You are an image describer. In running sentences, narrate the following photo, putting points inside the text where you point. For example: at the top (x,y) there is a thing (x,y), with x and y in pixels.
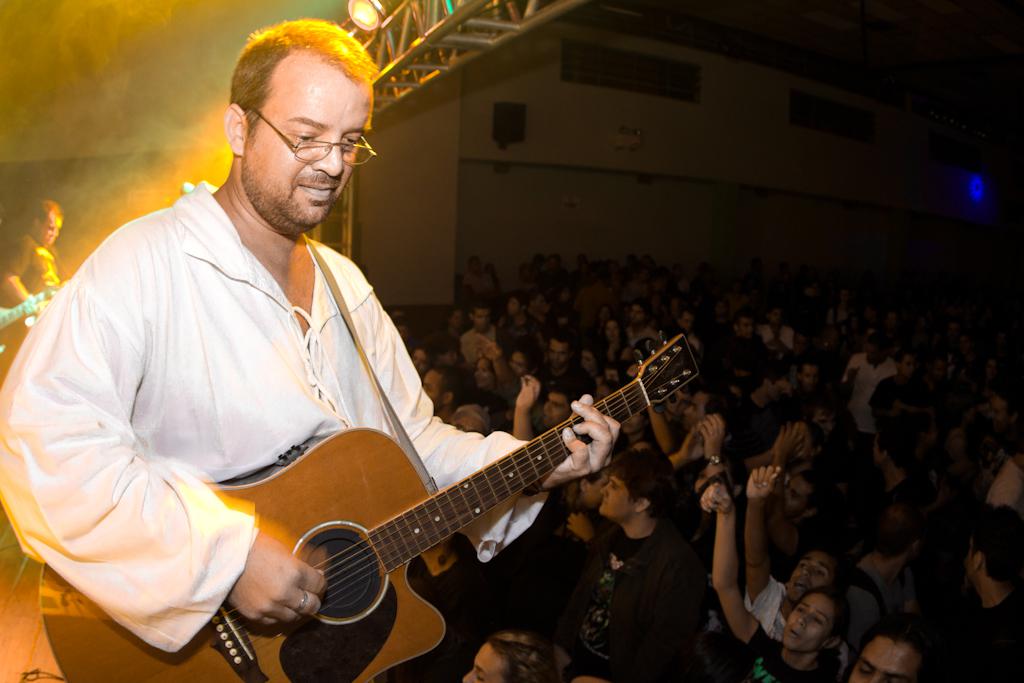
This pic is taken in a room (799,465), There are some people (937,401) standing and in the left side (171,500) there is a man (244,380) standing and holding a music instrument (317,531) which is in brown color and in the background (491,174) there is a white color wall (729,166).
